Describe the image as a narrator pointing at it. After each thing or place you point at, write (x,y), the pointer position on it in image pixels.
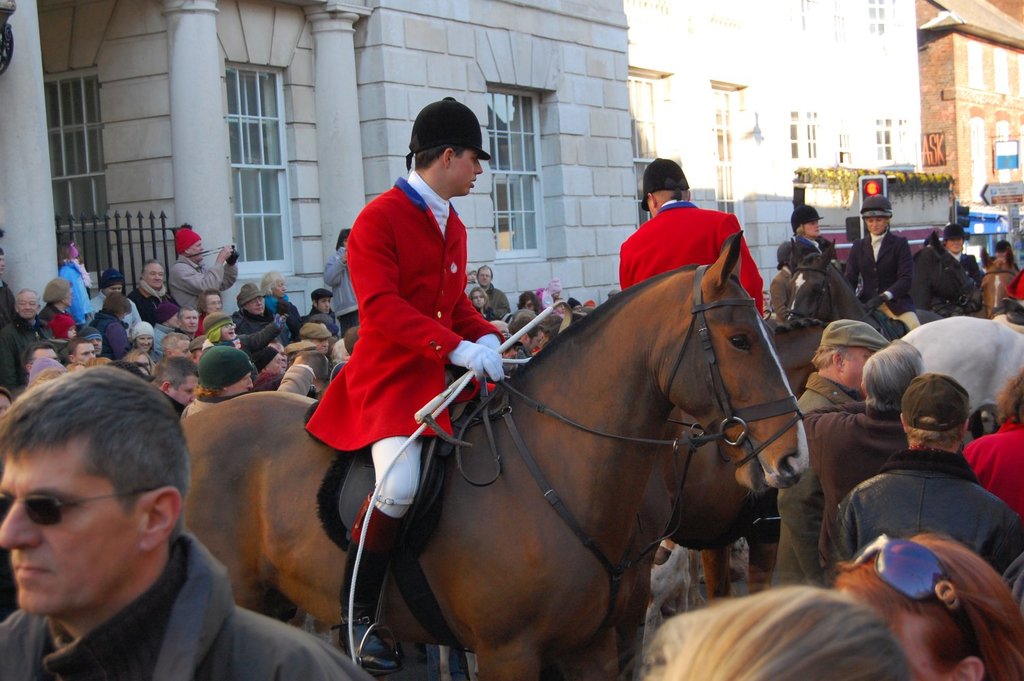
In this image there are many people (247,311) standing on the road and some are sitting on the horse (484,534). In the background (556,133) there are buildings (648,128).
